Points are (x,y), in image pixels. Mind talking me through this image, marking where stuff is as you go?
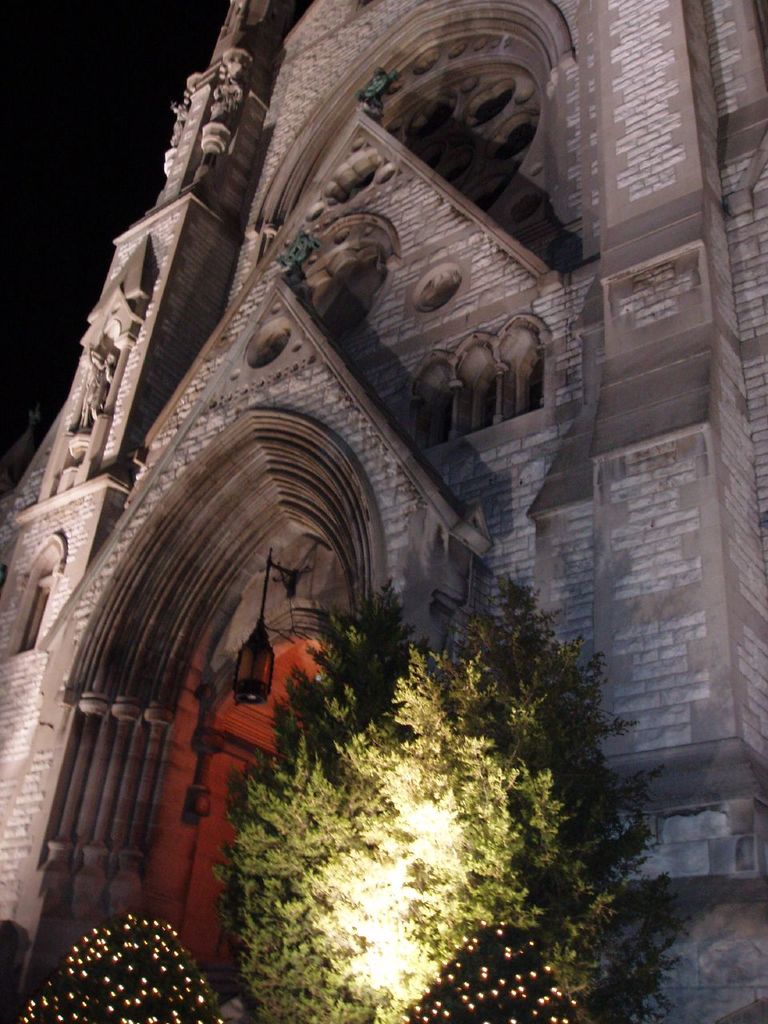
In this image there is a church (681,717), in front of the church (681,773) there are trees (289,934).
